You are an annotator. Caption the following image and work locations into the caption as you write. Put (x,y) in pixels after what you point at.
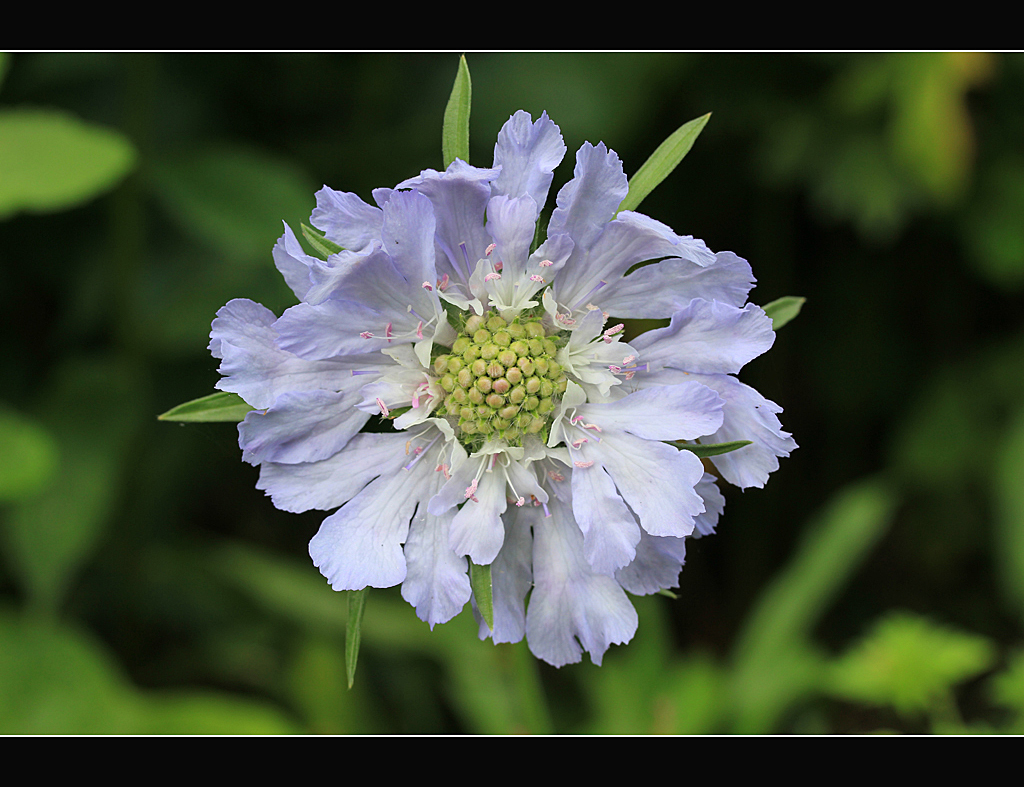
In this image we can see a flower (493,290). In the background of the image (666,212) there is a blur background (971,306).
